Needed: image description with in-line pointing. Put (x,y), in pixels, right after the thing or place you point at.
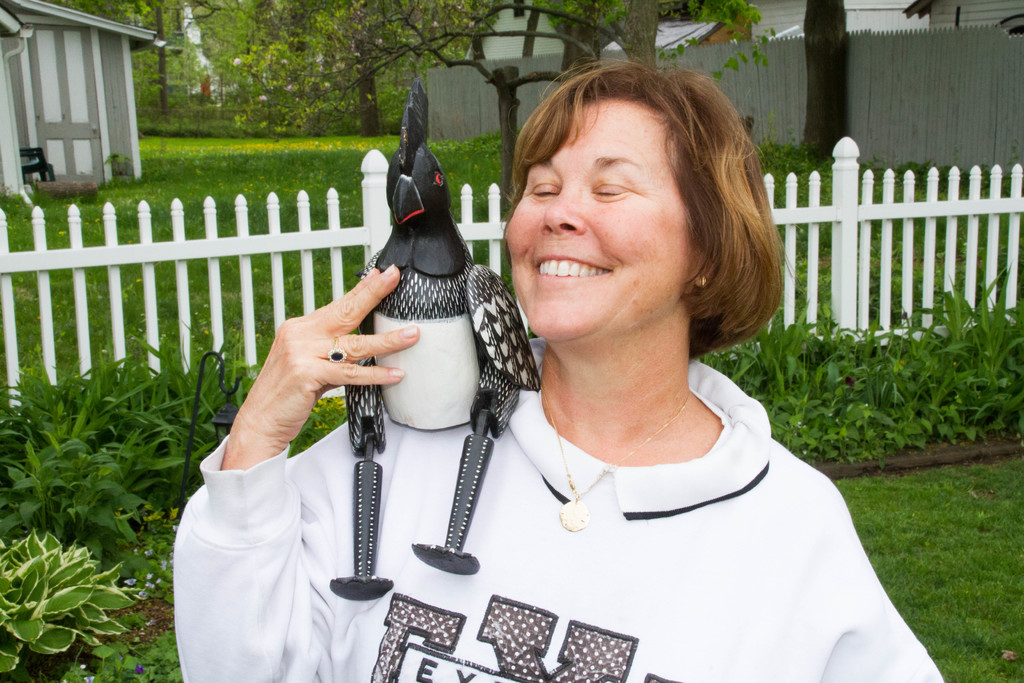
In this picture there is an old woman (701,501) wearing white color t-shirt (660,670) standing in the garden areas (249,163), smiling and giving a pose by holding the hen toy (440,335) on the shoulder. Behind there is a white color fencing grill (791,265) and some grass (269,163) on the ground (195,142). On the left corner (146,79) we can see shed house (110,120) and some trees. On the right corner of the backside we can see the wooden boundary wall (899,78).
